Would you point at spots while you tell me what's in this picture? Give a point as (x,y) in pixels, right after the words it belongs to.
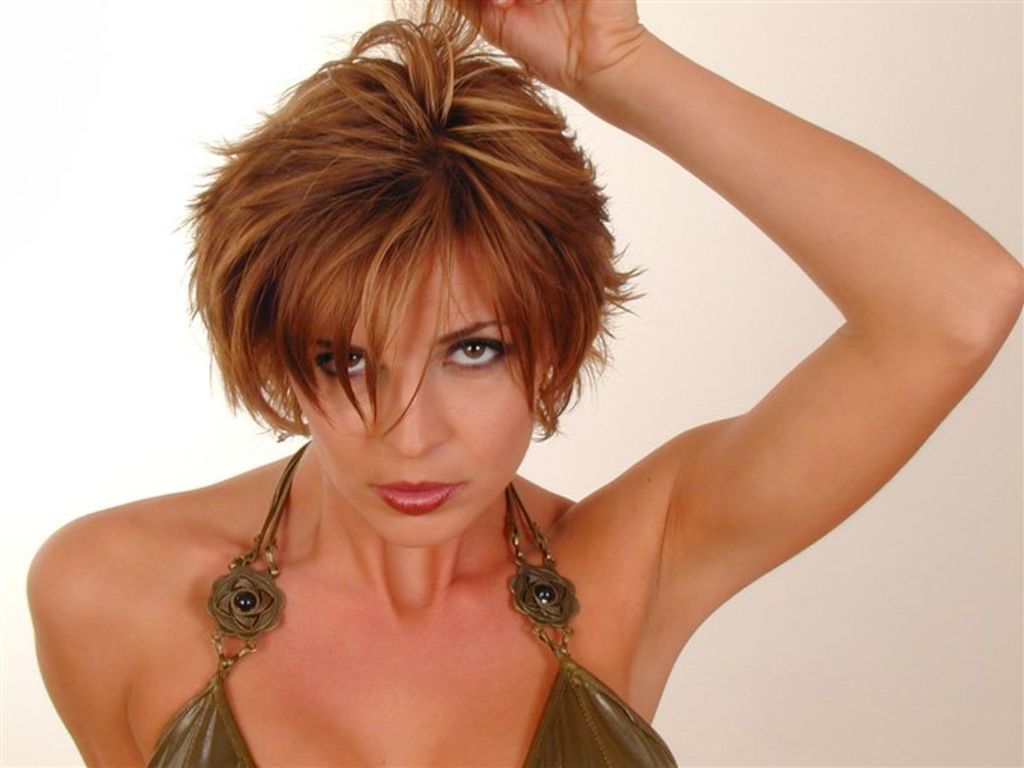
In this image the background (80,419) is cream in color. In the middle of the image (487,403) there is a woman (257,543) and she is with a short hair (388,267).
